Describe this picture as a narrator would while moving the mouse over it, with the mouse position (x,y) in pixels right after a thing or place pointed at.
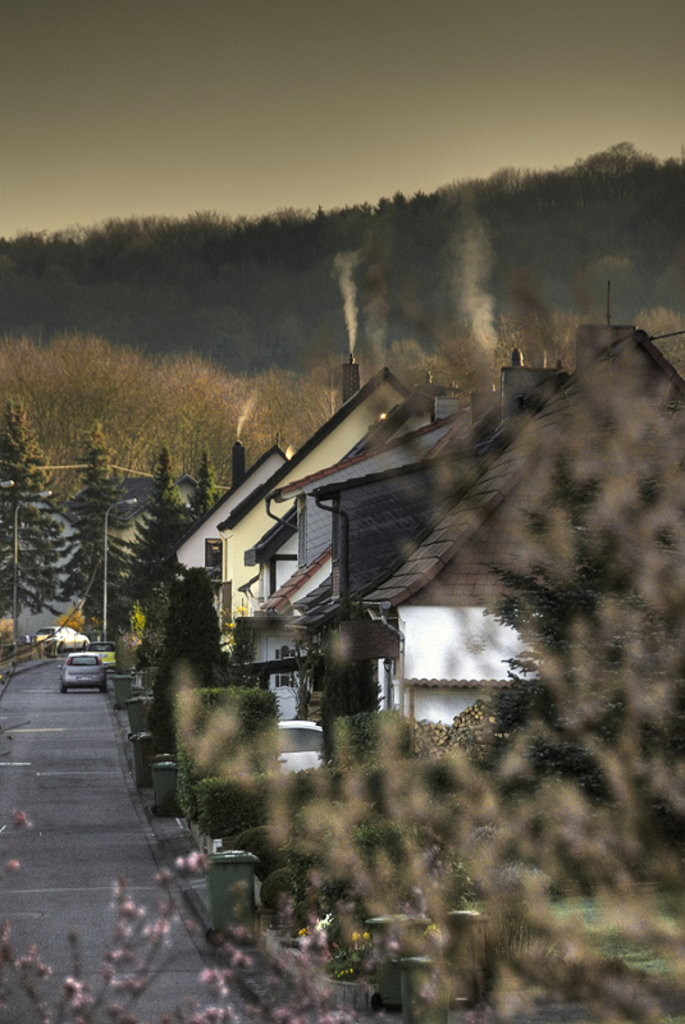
In this picture there are houses (265,611) and trees (244,752) in the center of the image (345,591) and there are cars (69,685) on the left side of the image (97,664) and there are trees (161,267) in the background area of the image (458,244).
